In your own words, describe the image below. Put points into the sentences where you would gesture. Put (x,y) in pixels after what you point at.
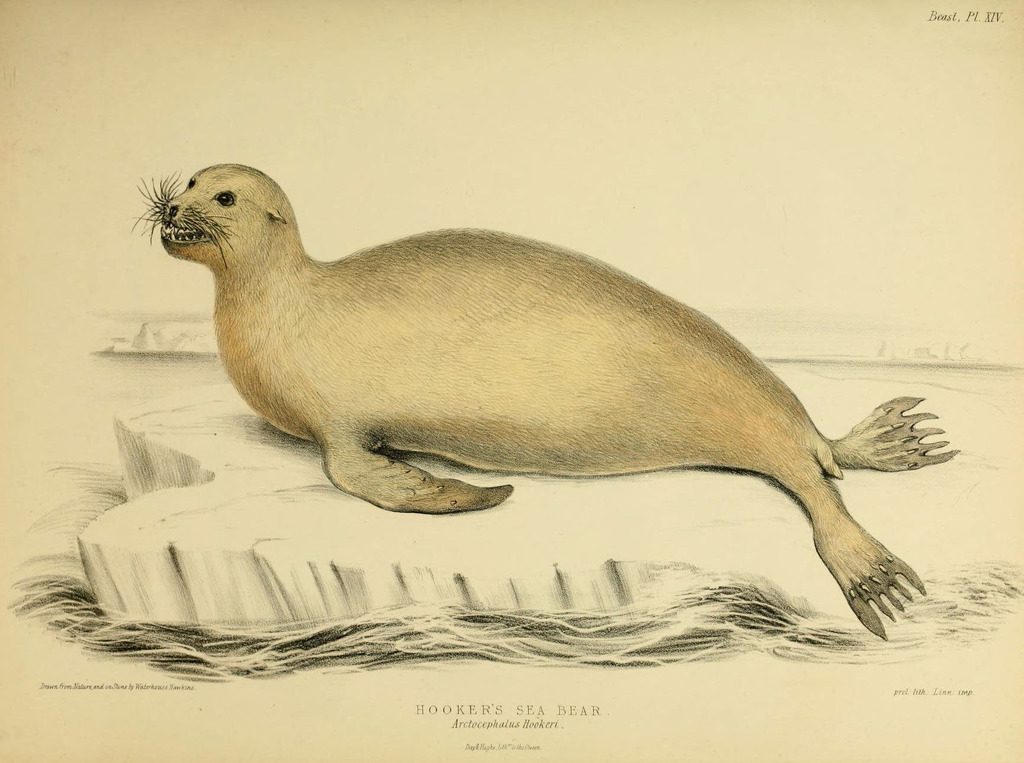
This image has a drawing (154,197) of a seal (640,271) which is floating on an ice (255,589) and there is a text (532,746) written on top (957,13) and bottom of the image (536,727).
